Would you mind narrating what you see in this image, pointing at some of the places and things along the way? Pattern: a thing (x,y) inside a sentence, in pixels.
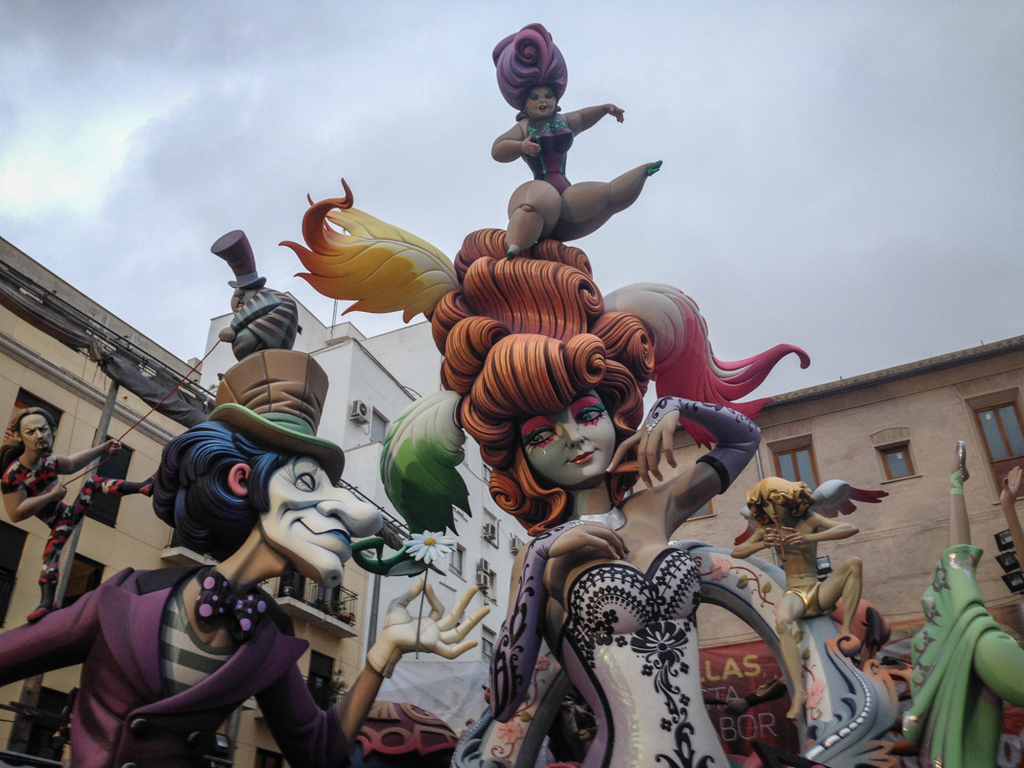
In this image I can see the sculptures (253,595). I can see few statues (195,695) standing and few buildings (64,409). In the background (892,135) I can see the sky (331,145).
